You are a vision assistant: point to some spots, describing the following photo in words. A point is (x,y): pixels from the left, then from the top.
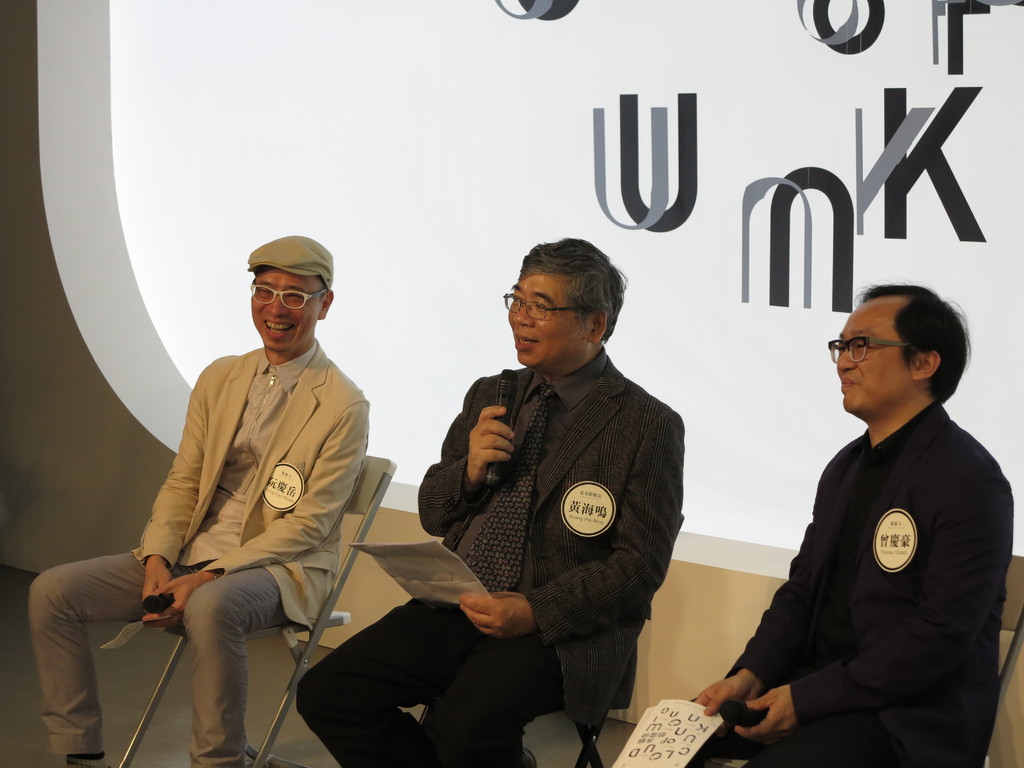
In this image we can see three persons (963,543) are sitting on the chairs (129,743). They are holding mikes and papers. In the background (607,57) we can see something is written on the banner (477,276).
